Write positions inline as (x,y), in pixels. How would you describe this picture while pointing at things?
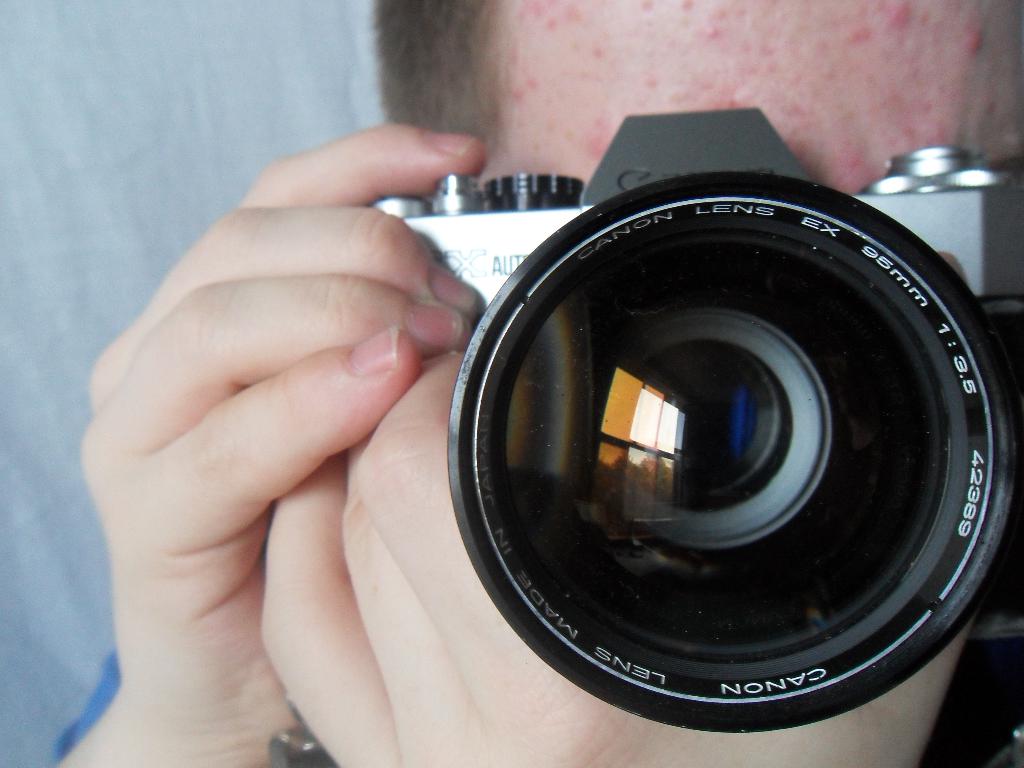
The picture consists of a person (587,126) holding a camera (791,393). Towards left (134,208) there is a white color object (178,119).
